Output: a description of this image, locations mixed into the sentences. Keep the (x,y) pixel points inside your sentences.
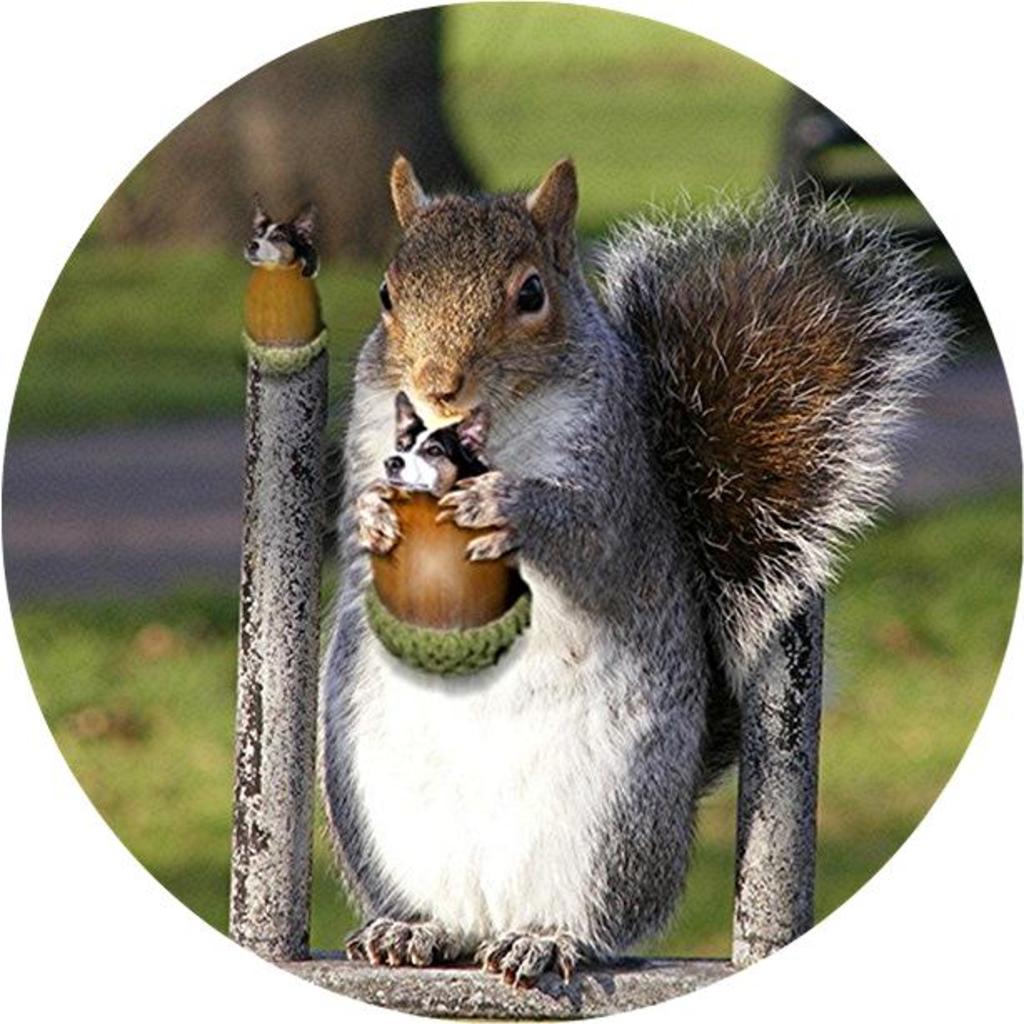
In the center of the image (544,670) we can see a squirrel (556,631) holding an object (455,616) and we can see face (436,439) of dog (434,472). At the bottom (638,980) there is a bench (645,999) and we can see rods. In the background (384,206) there are trees (388,194).
